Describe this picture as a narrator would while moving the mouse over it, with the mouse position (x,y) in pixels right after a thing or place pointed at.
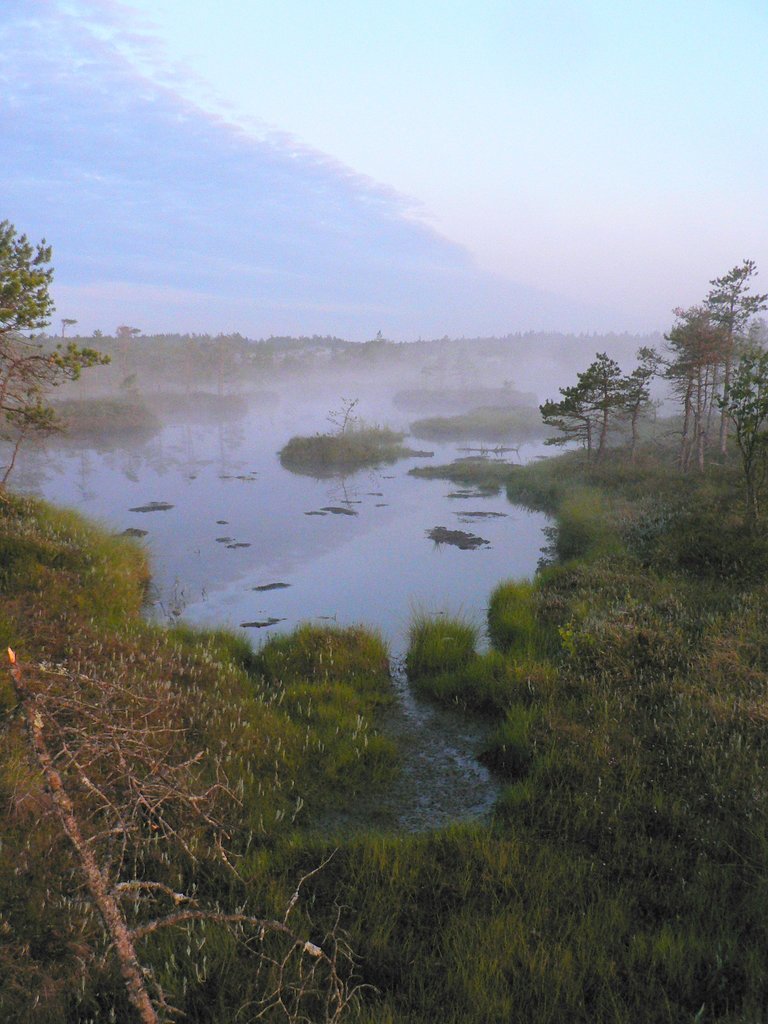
There are plants (550,846) and trees (716,361). Also there is water (303,510). In the back (324,201) there is sky (422,176).
